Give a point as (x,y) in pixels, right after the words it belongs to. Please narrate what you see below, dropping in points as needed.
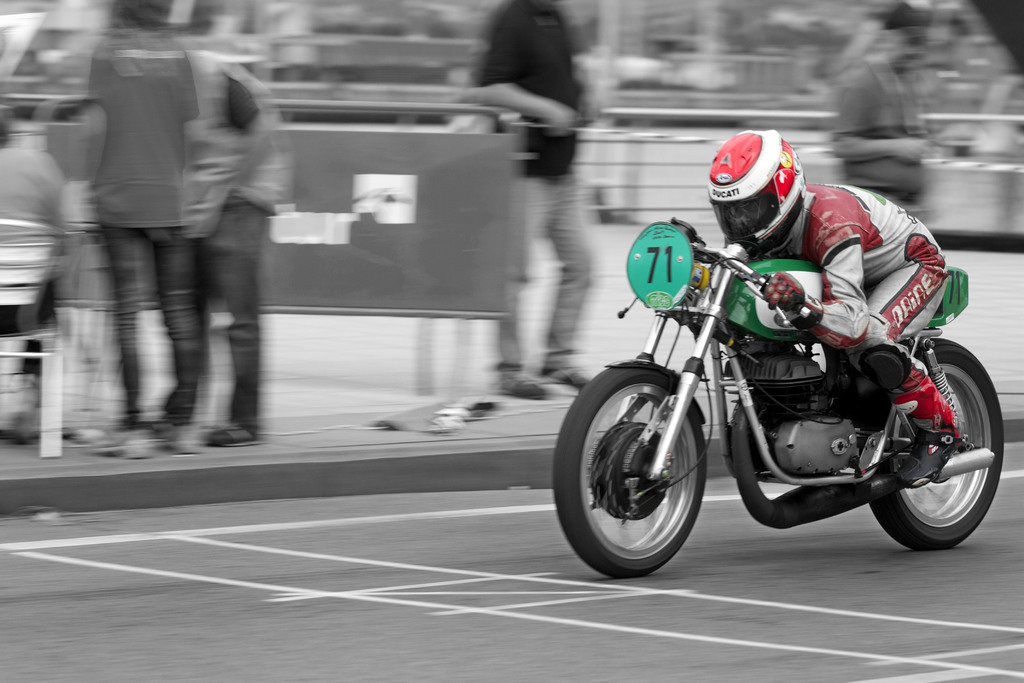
a person (840,327) riding a vehicle (689,444) on the road (234,543) there are many persons (246,210) standing on the footpath (71,326).
